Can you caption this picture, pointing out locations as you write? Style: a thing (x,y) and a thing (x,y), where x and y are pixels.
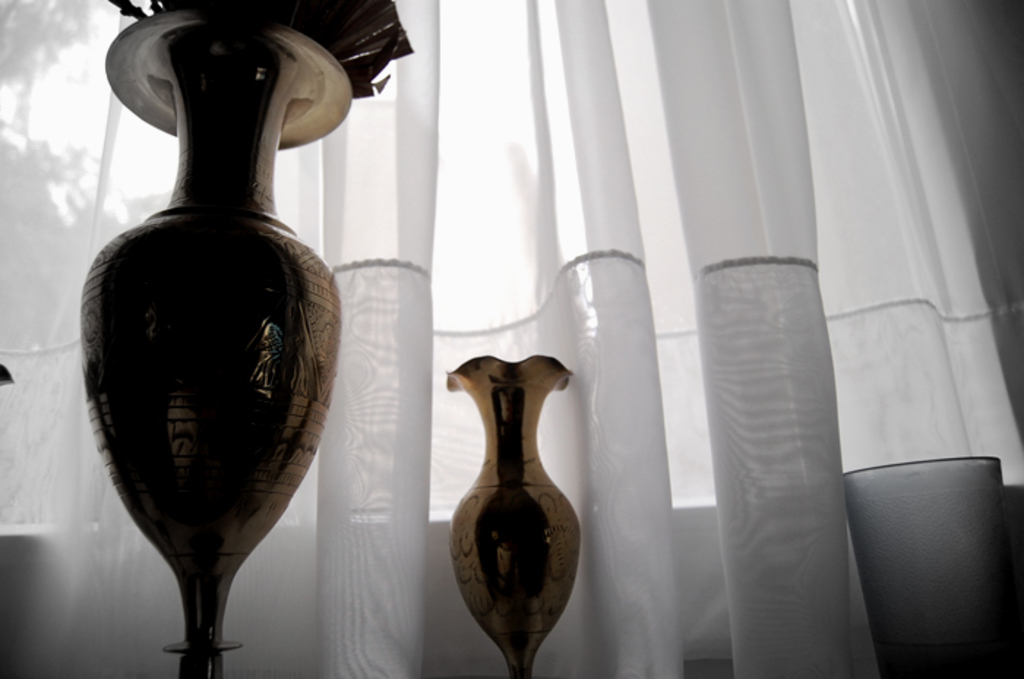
In this picture I can see flower pots (260,360) and white color curtain (505,318).
